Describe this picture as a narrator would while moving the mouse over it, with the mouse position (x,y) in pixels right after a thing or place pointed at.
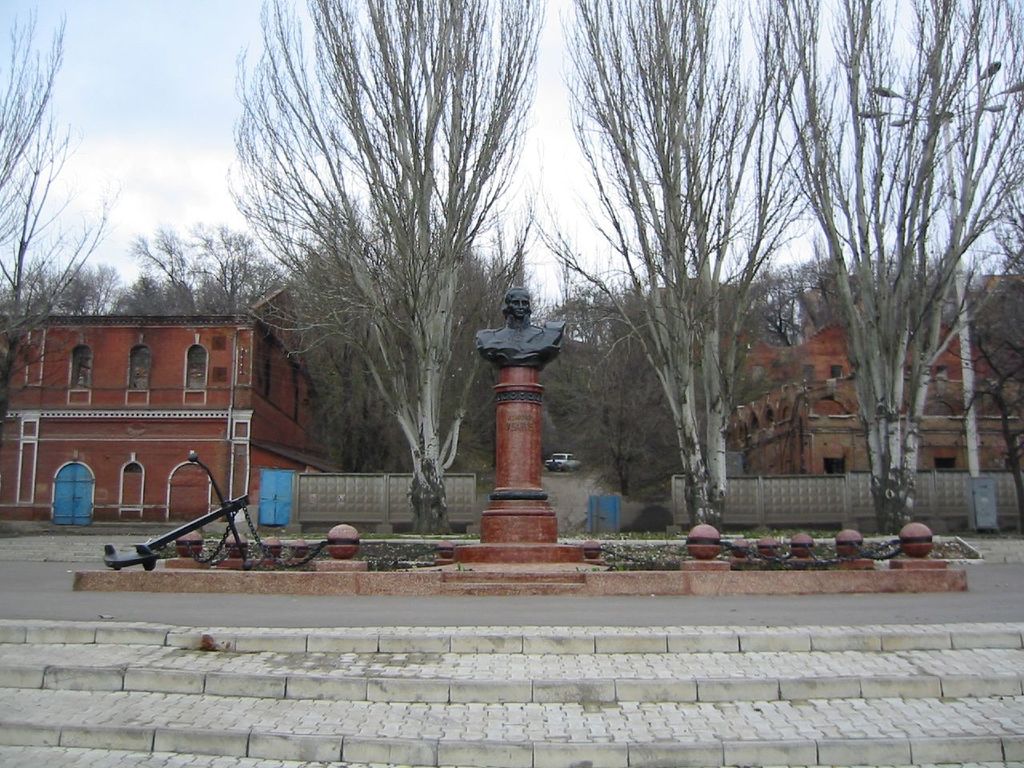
In this image there are buildings (78,323), trees (813,269), the sky (482,194), vehicle (576,468) visible at the top (690,171), in the middle (524,448) there is a pole (515,429), on which there is a sculpture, there are some other objects (402,520) visible, at the bottom (613,684) there is a road (74,565), steps (571,642) visible.
